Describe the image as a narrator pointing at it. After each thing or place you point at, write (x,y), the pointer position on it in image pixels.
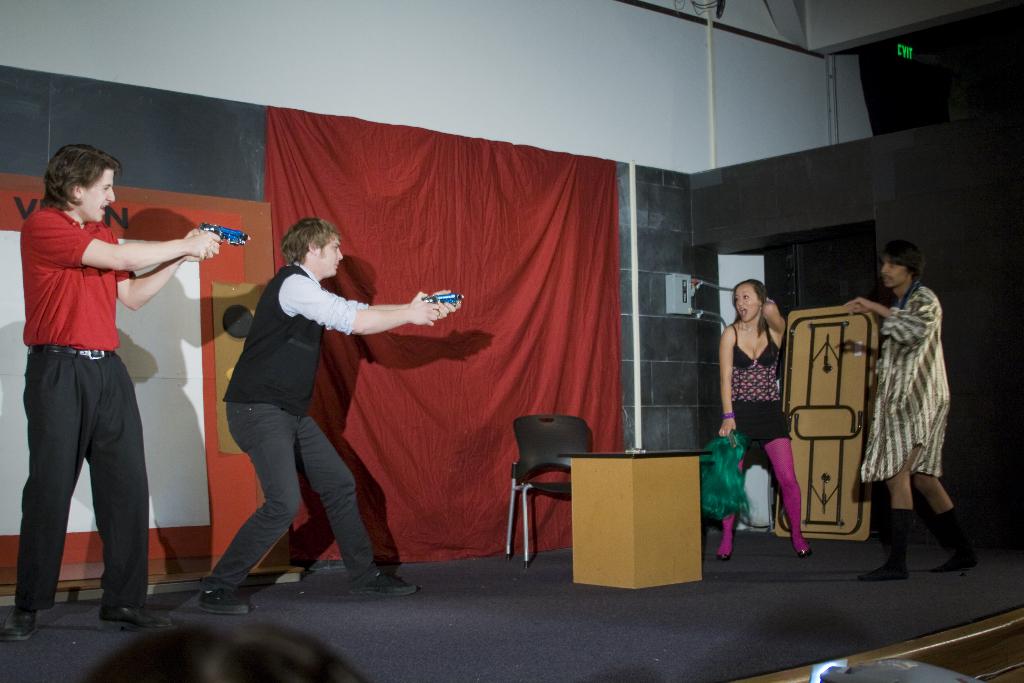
This is a picture taken during a stage performance, on the stage (851,604) there are four people (881,398) acting. In the center of the stage (748,571) there is a chair (553,453) and desk (622,457). In the background (507,208) there is a red color curtain (401,198) and a wall (478,94) painted white. On the right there is a black colored curtain (917,93).
